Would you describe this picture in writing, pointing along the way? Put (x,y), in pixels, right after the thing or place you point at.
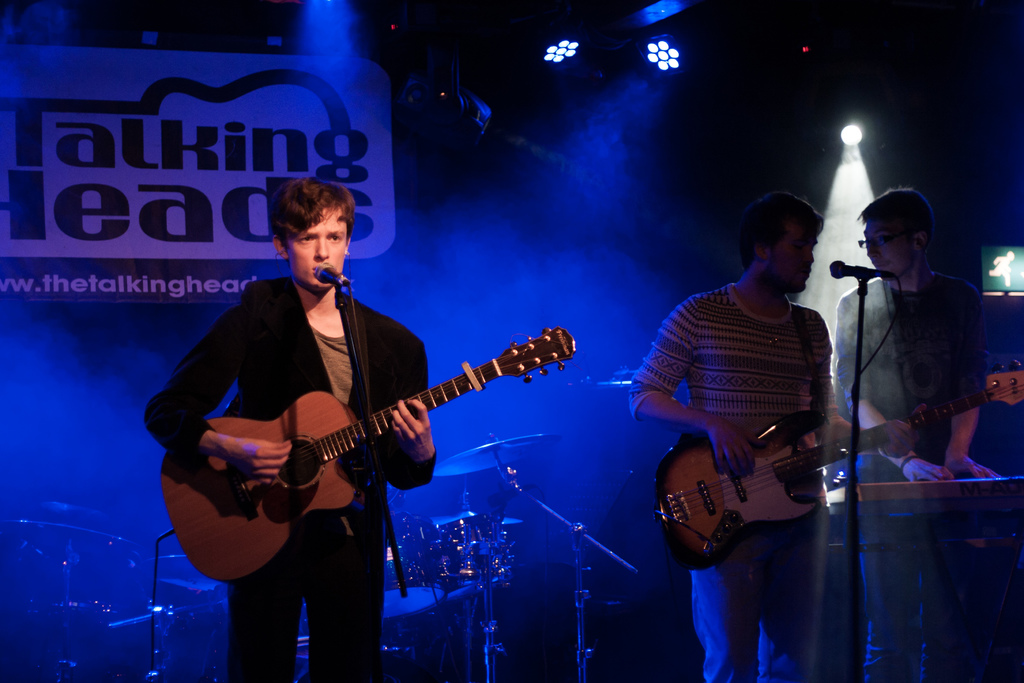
This image is taken in a concert. In this image there are three people (924,654). In the left side of the image (328,229) there is a man (344,213) standing holding a guitar (280,533) in his hands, back of him there are musical instruments (494,527) and a screen (50,211) with text (31,207) on it. In the right side of the image (887,607) there are two persons (910,566) standing and playing the music. At the top of the image (563,52) there are lights (675,59).
